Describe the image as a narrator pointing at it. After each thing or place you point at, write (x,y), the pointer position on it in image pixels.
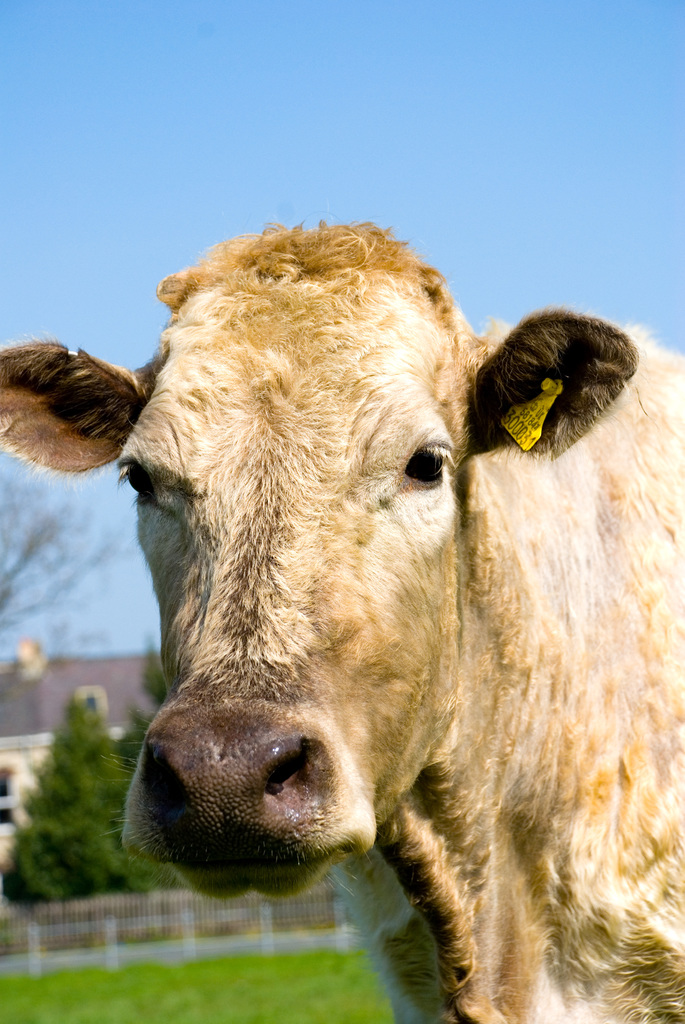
In this picture there is a cow (464,683). In the background (58,798) I can see the fencing (287,924), trees (88,778), plants (97,737) and building (113,704). At the top (359,137) I can see the sky (367,130).
